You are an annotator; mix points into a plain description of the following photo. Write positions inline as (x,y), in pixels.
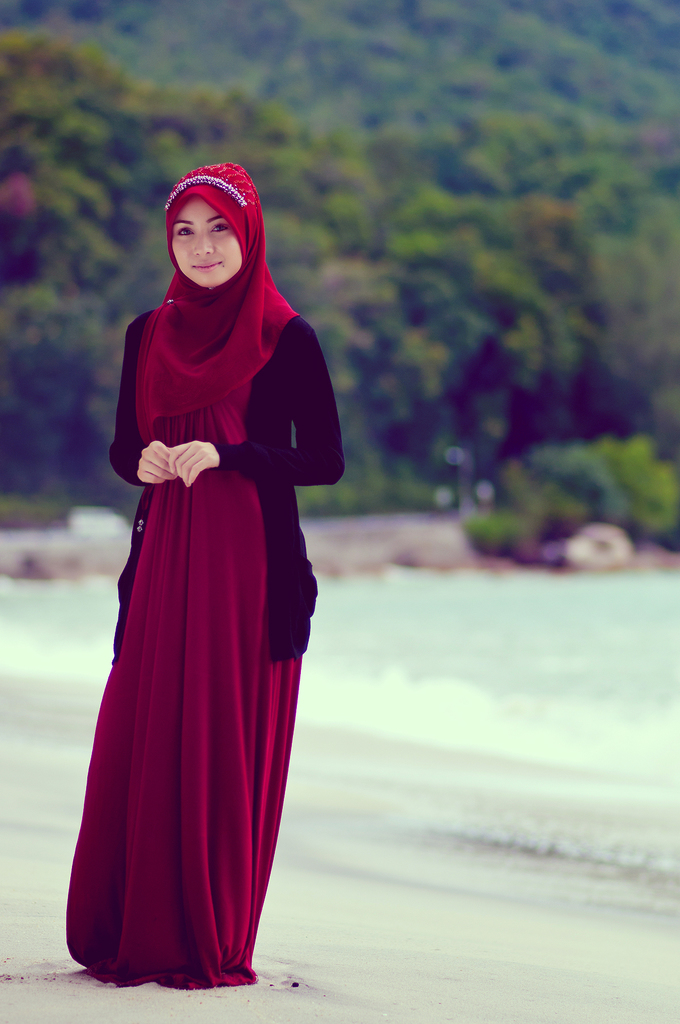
In this picture there is a girl (167,410) on the left side of the image (218,415) and there is greenery (304,304) in the background area of the image (304,304).
